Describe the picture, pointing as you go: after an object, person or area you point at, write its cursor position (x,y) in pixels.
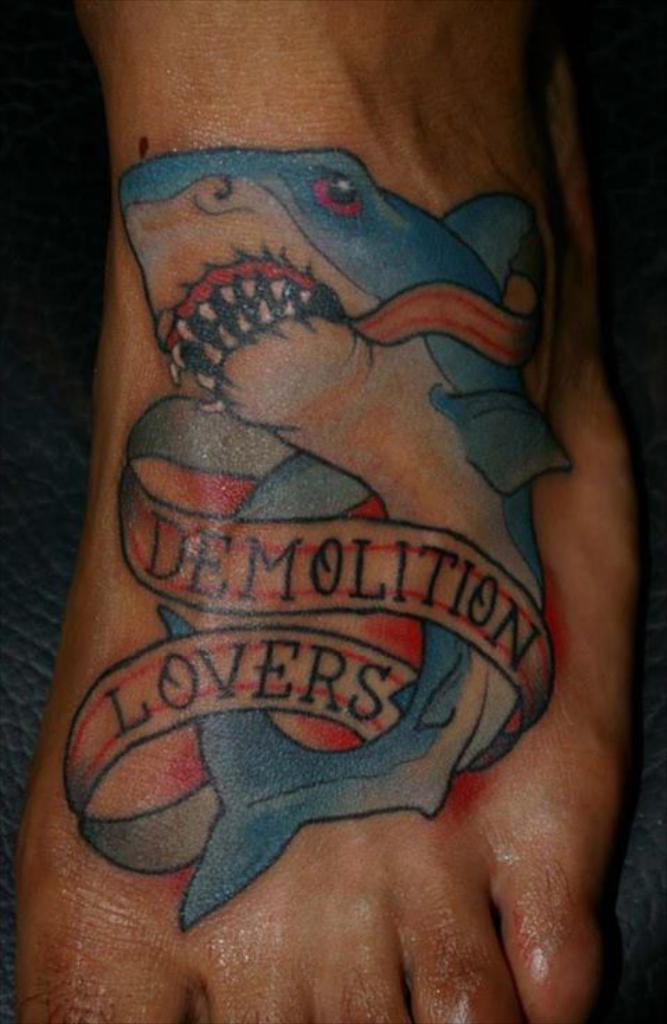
In this image I can see a person leg (421,271) and a fish tattoo (306,541) on the leg (522,737). It is in blue, red and black color.
